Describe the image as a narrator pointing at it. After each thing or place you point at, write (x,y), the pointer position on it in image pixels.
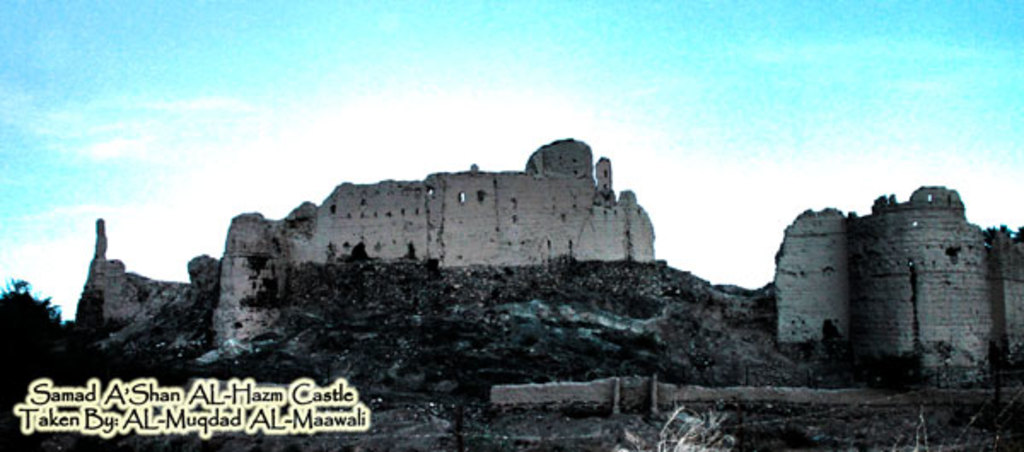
This picture is blur, in this picture we can see fort (384,248) and tree (17,338). In the bottom left side of the image (46,397) we can see text (60,396). In the background of the image (745,115) we can see the sky (727,244).
